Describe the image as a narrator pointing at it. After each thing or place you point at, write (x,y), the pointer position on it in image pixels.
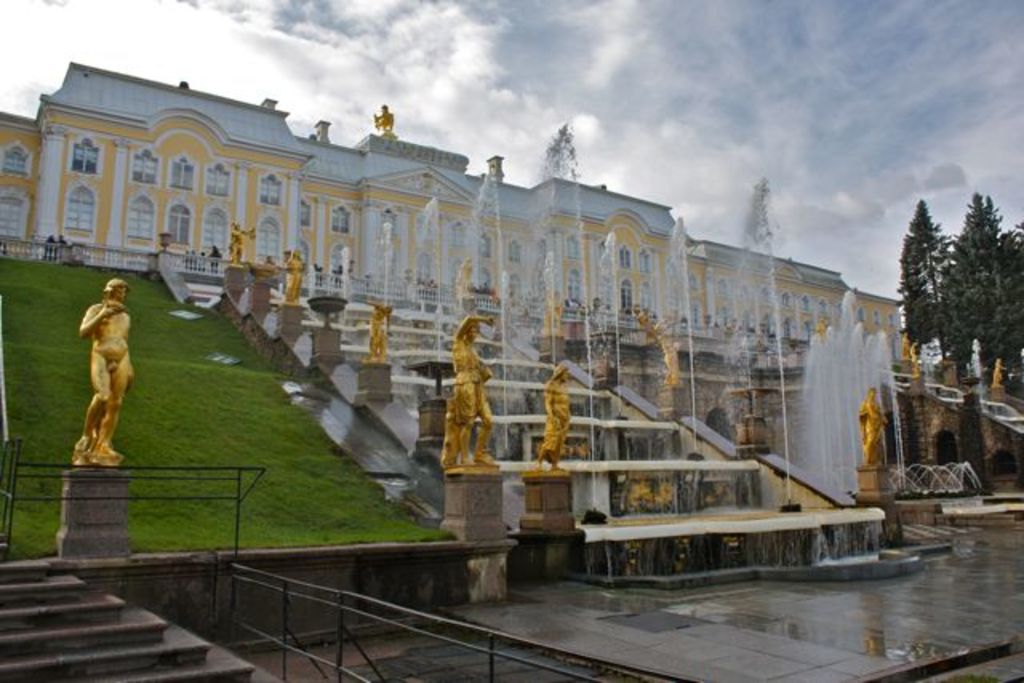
Here we can see sculptures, trees (973,281), and water (966,467). This is grass (216,418). In the background (232,216) we can see a building (617,256) and sky (771,109) with clouds (727,113).
